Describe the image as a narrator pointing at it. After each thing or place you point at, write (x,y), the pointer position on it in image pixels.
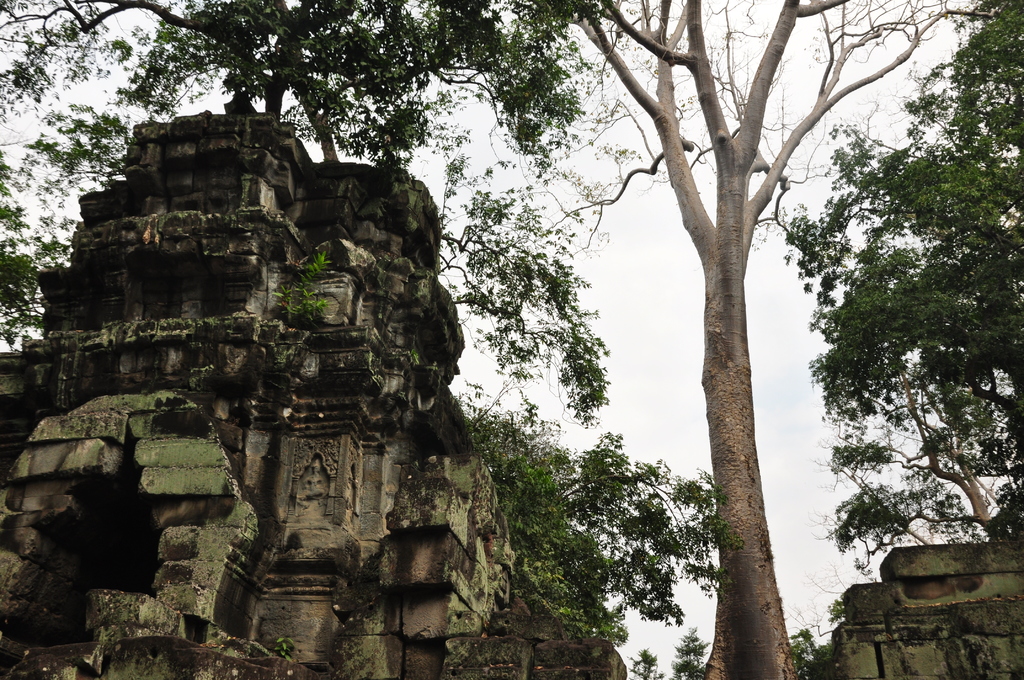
In this image we can see a monument (427,408), some plants (534,528), trees (754,536) and the sky (630,381) which looks cloudy.
